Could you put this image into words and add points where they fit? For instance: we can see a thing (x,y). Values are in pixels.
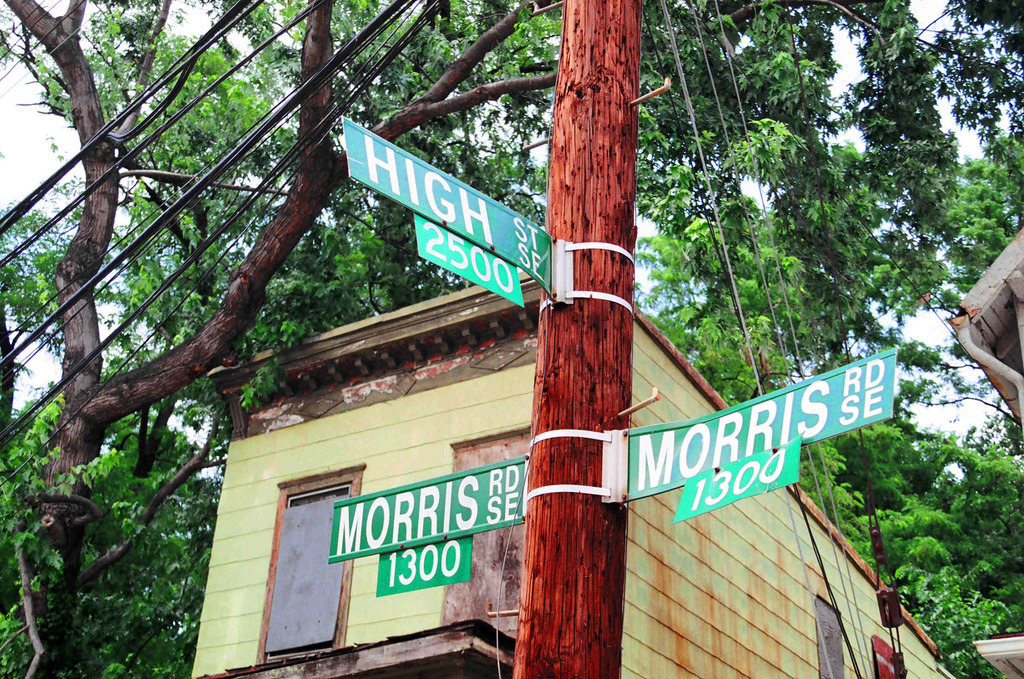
In the picture we can see a wooden pole (568,452) with some street boards (731,426) to it and behind it, we can see the house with windows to it and behind it, we can see a tree (197,226) and some wires (144,239) inside it and from the tree (178,239) we can see a part of the sky (60,200).
